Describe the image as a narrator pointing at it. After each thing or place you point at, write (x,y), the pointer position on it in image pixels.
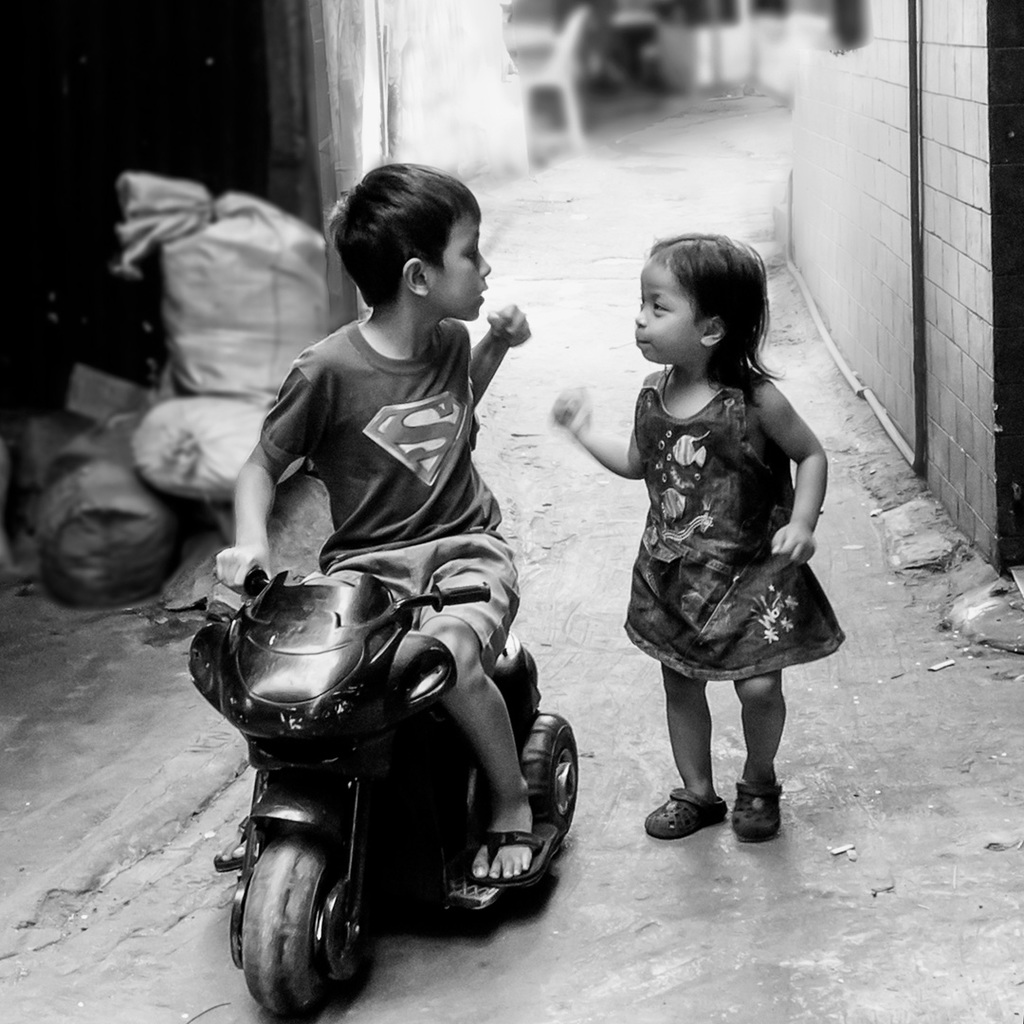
In this image there are two children's (460,443). The children (395,348) is riding a bike (371,712) on the road (555,692). At the background (209,362) we can see a bags (217,262).
